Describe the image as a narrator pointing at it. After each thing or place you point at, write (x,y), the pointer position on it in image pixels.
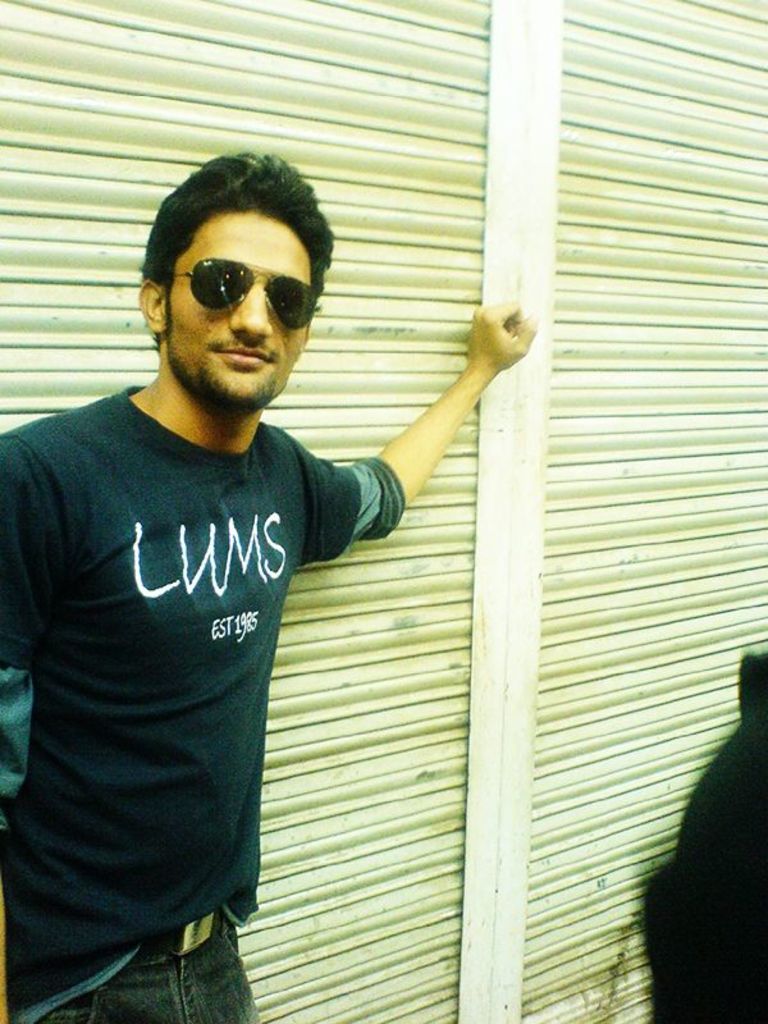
In this image I can see a man (456,411) is standing near the shutter (371,725), he wore t-shirt (187,730), trouser (232,933), spectacles (206,262).
